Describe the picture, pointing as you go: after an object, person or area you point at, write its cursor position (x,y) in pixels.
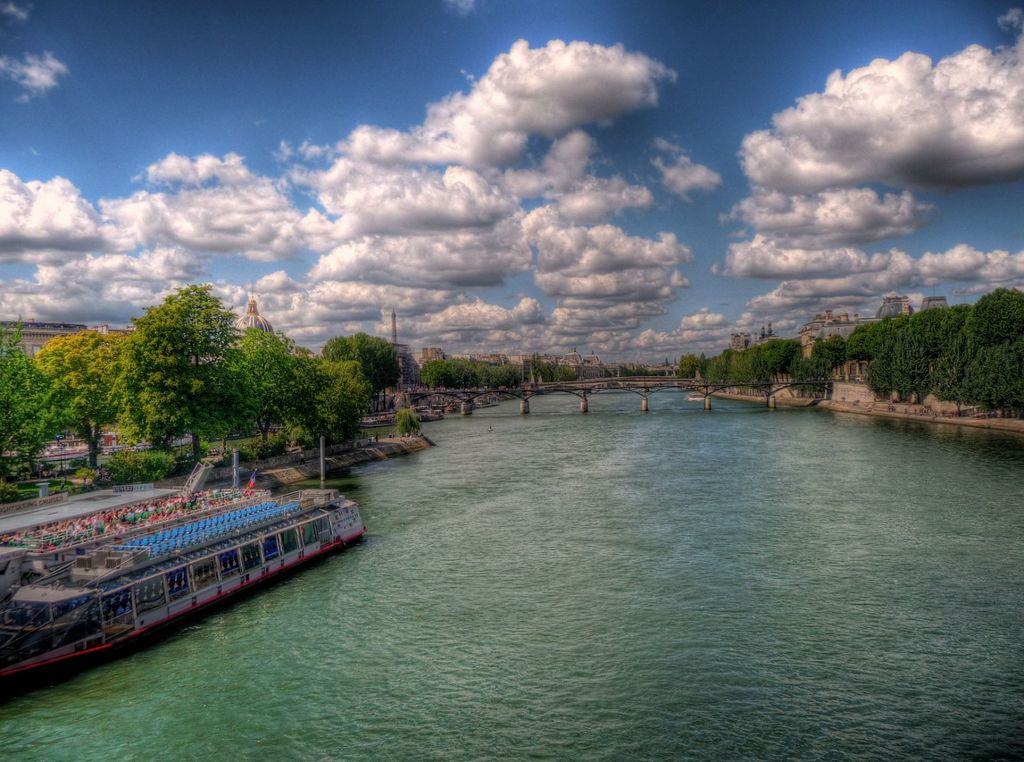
In this image there is the sky (165,59) towards the top of the image (546,135), there are clouds (608,240) in the sky (622,149), there are buildings (764,335), there are trees (955,360), there is water (579,545) towards the bottom of the image (557,511), there is a boat (163,570) towards the left of the image (171,556), there is a bridge (469,403), there are plants (278,447) towards the left of the image (184,471).
